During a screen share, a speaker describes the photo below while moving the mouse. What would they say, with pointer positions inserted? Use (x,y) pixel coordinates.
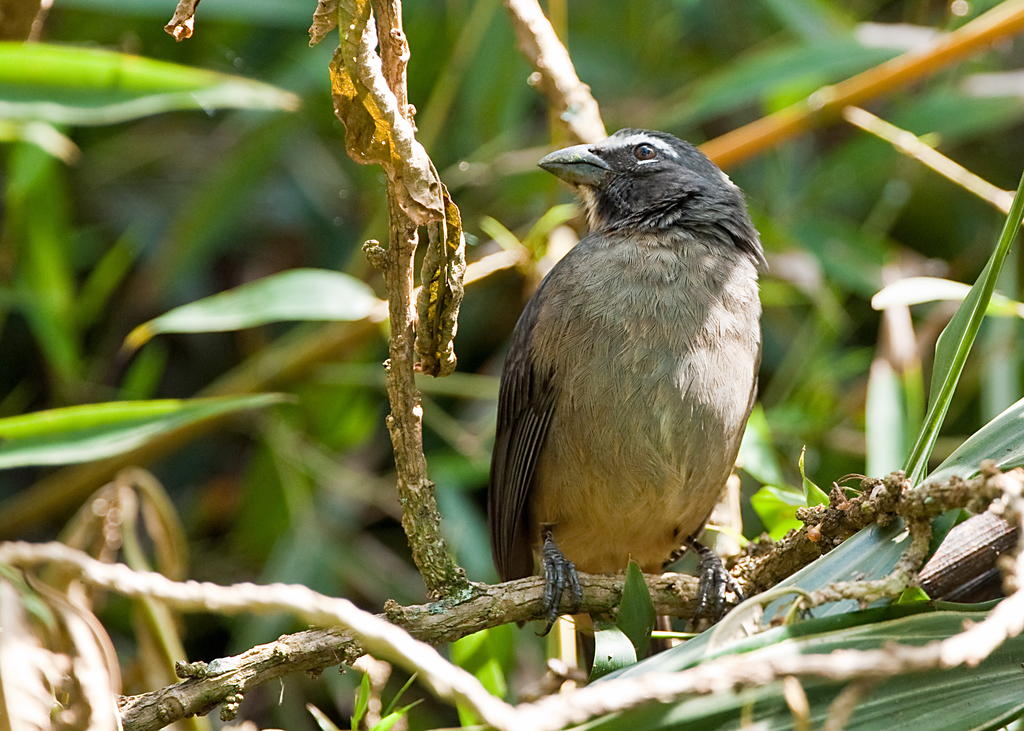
Here in this picture we can see a bird (619,241) present on the branch (414,537) of a plant (401,622) over there.
